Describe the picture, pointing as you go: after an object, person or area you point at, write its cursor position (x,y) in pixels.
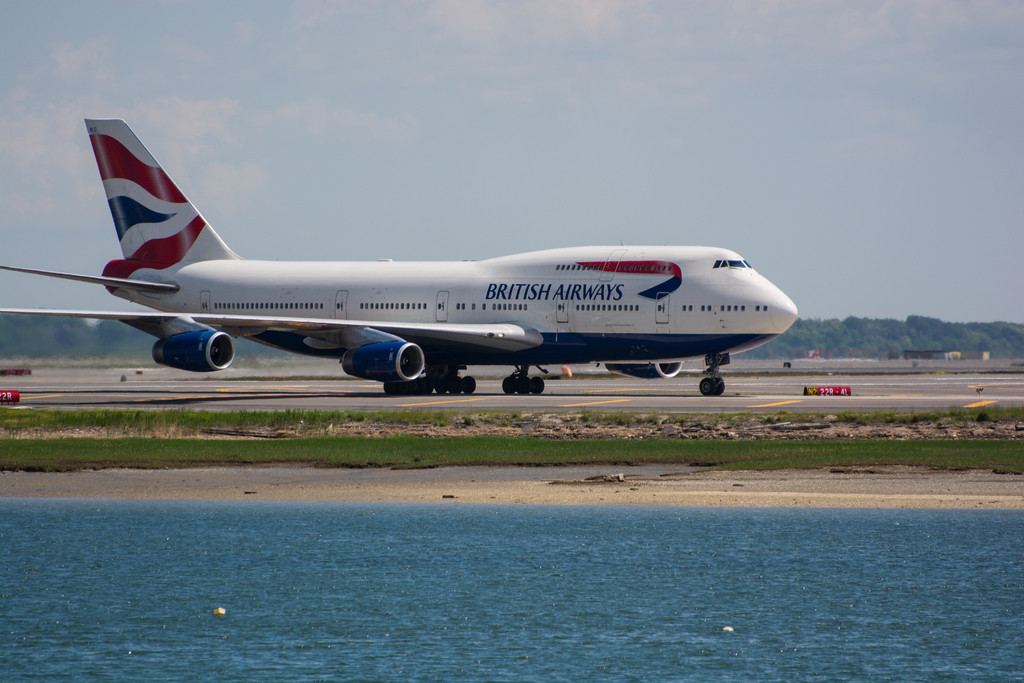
This image is taken outdoors. At the top of the image (361,103) there is a sky (441,132) with clouds (343,98). In the background (925,339) there are many trees (793,346) and plants (124,342). At the bottom of the image (513,582) there is a pond (784,580) with water (193,554) and there is a ground (666,471) with grass (915,452) on it. In the middle of the image (571,349) there is an airplane (279,270) on the runway (394,407).
